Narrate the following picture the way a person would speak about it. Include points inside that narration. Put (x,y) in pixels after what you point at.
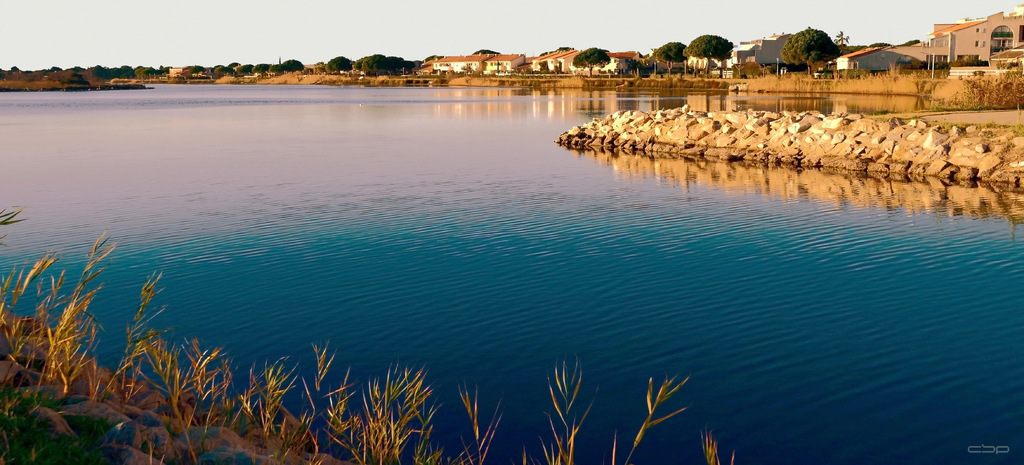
This image is taken outdoors. At the top of the image (252,34) there is the sky (625,22). At the bottom of the image (142,447) there is a ground (221,453) with grass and rocks (156,432) on it. There is a pond (290,137) with water (308,114). In the background (441,62) there are many houses (939,59). There is a building (869,52) and there are many trees (723,52) and plants (80,75). On the right side of the image (935,128) there are many rocks (813,124) on the ground (975,115).
